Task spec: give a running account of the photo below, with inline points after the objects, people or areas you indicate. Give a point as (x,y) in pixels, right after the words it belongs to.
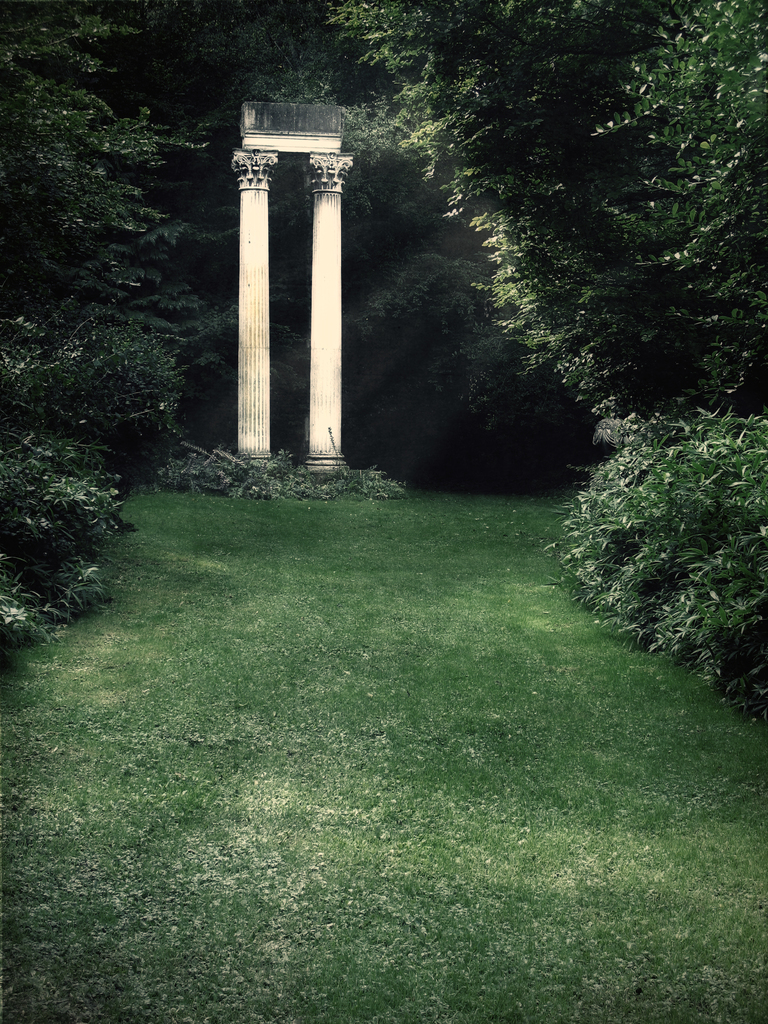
In this image at the bottom (194,786) there is grass (354,690), and on the right side (596,362) and left side (62,112) there are trees (149,179) and in the background (314,243) there are pillars (313,228).
